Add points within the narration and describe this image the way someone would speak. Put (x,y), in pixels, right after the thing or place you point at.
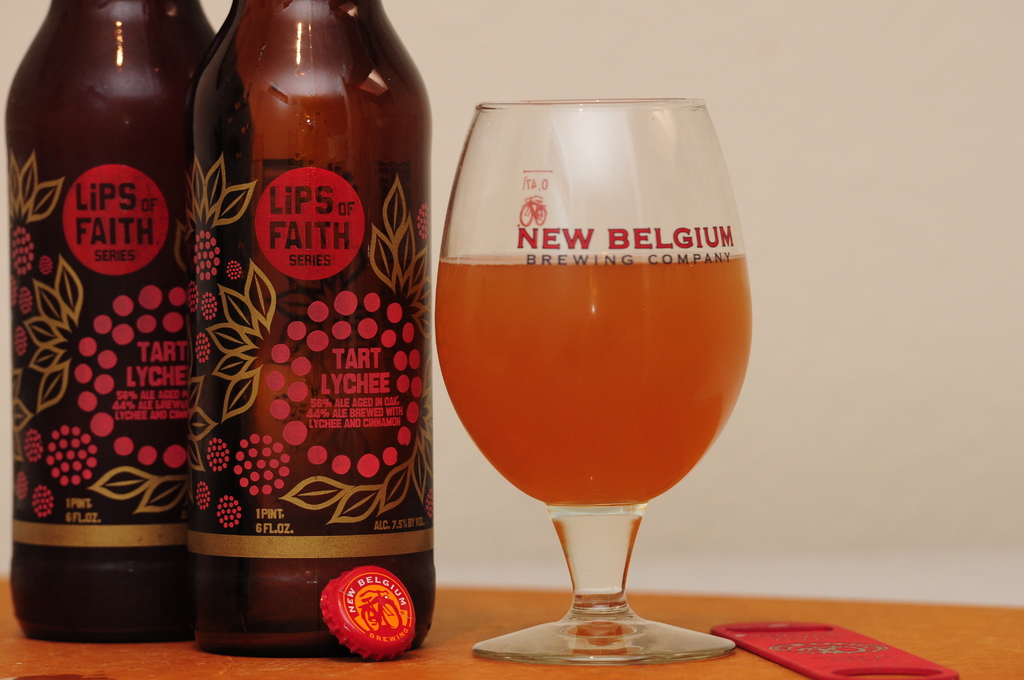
There are two bottles (297,276) of drink (316,407) and a glass (571,362) filled with some drink (517,376) placed on the table (699,665). In the background (802,117) there is a wall (689,76) here.
